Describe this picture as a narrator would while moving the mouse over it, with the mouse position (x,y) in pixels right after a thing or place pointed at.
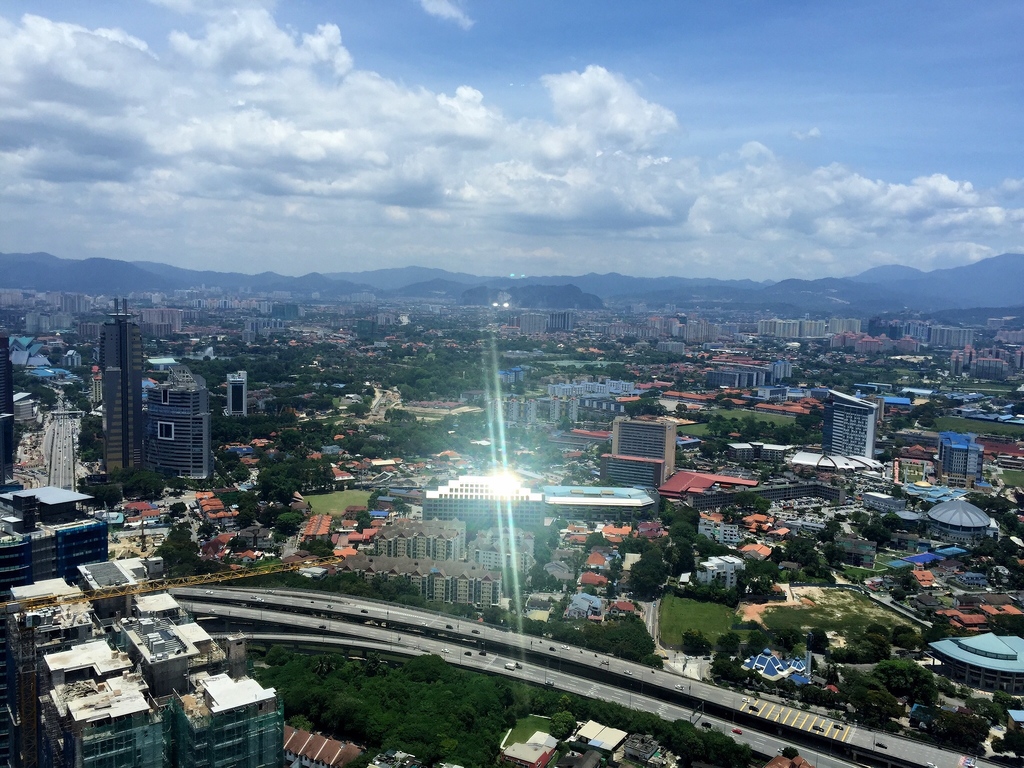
In this image there are buildings (493,591), trees (539,523), mountains (721,300) and there are cars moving on the road (612,658) and the sky (436,109) is cloudy.
